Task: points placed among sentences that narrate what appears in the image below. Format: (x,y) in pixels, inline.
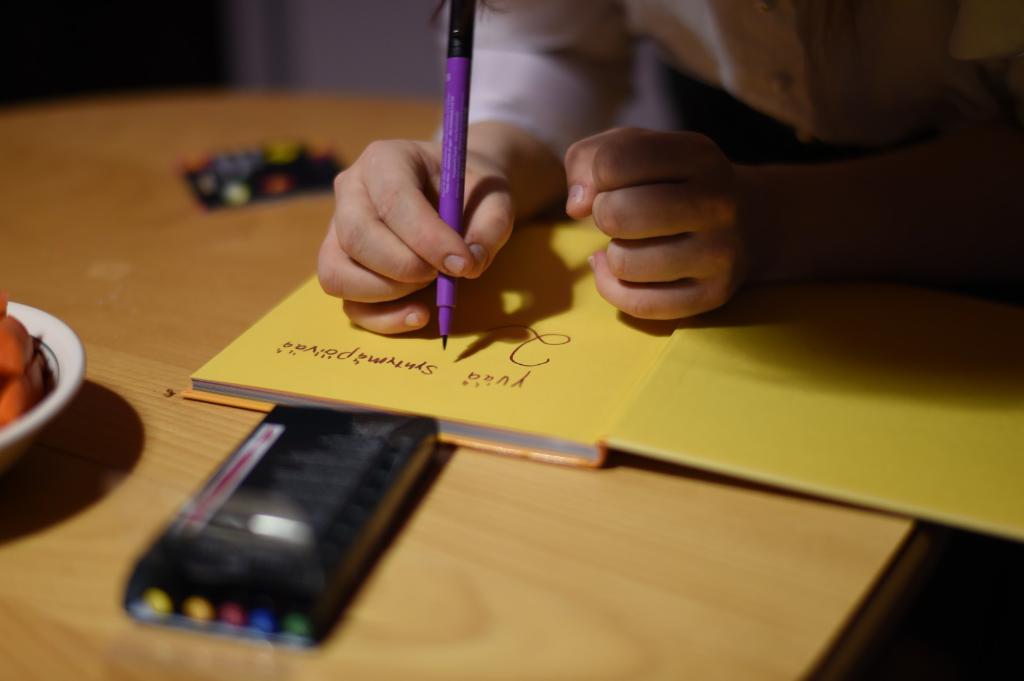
In this picture we can see a person (490,136) is holding a pen (446,123), and we can see a book (331,368), bowl (61,335) and other things (327,455) on the table (498,512).
